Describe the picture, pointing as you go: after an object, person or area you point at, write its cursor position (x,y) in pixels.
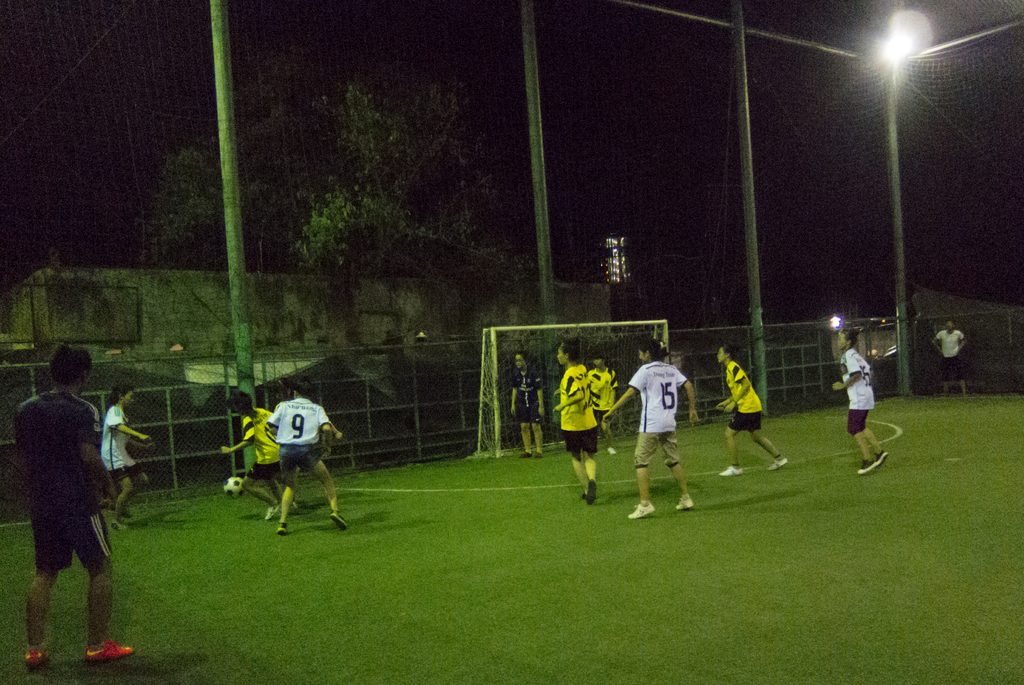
In this image, I can see a group of people (265,473) playing the football game. I can see a football goal post (492,368), sports net (417,395) with poles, wall (203,317) and a tree (415,170). At the top right side of the image (907,44), there is light (902,29). The background (625,109) is dark.
